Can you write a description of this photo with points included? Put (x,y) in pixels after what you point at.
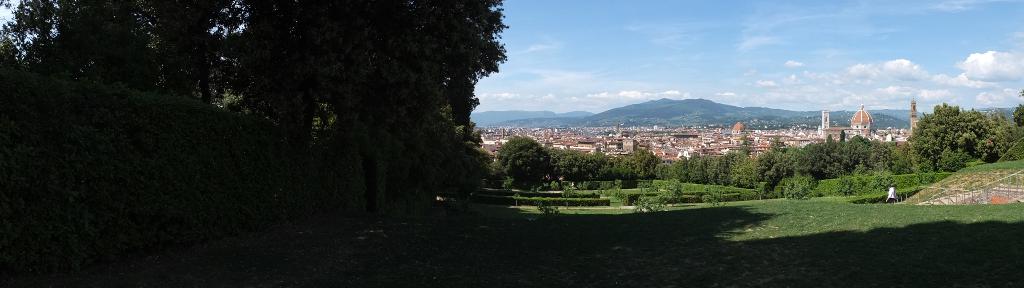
In this image there are trees (427,149). At the bottom (570,257) there is grass (558,230) and we can see hedges (642,189). In the background (602,134) there are buildings (864,128), hills (711,112) and sky (697,45).
